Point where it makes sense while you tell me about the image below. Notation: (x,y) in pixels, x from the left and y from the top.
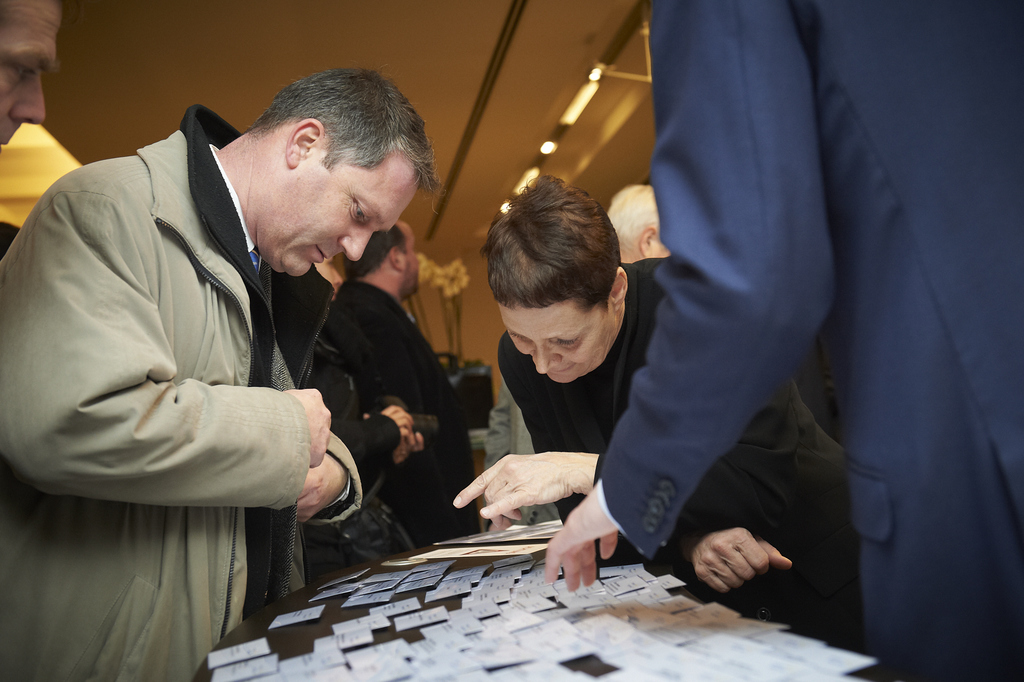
In this image I can see people (207,368) standing. There are papers (461,633) on a table (388,634). There are lights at the top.
